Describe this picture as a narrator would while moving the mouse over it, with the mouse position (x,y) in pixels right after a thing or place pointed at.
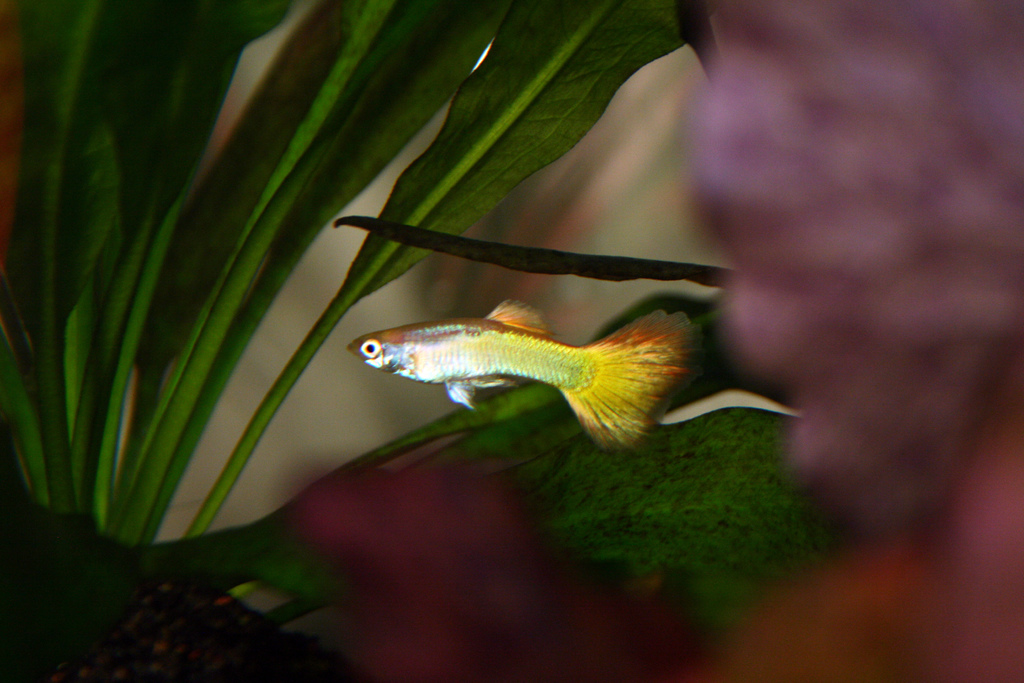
In this image I can see a fish (535,358) inside the water (541,349). This is facing towards the left side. On the left side (167,431), I can see a plant (154,195). The background (660,163) is blurred.
